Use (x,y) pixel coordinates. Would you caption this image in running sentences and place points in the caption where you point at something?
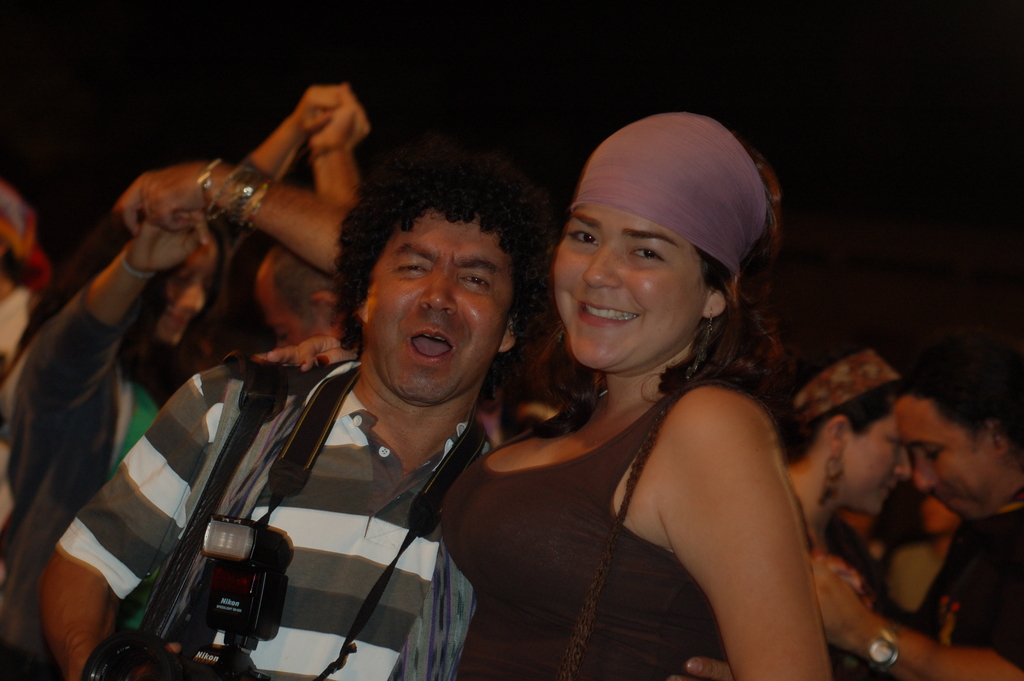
Here I can see a woman (617,470) and a man (426,308) are smiling and giving pose for the picture. The man (308,517) is holding a camera (157,677). In the background (820,451) few people (1009,527) are dancing. The background (880,94) is dark.
